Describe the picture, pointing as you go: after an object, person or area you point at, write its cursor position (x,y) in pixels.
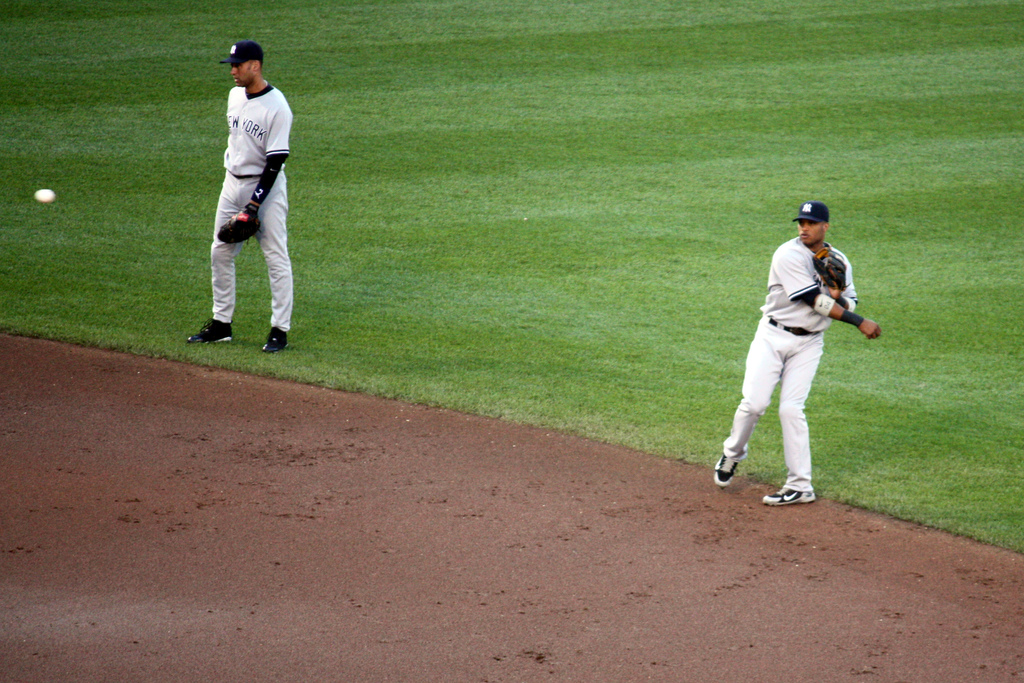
In the foreground (717,446), I can see two persons (786,492) are playing on grass (617,431) and I can see a ball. This image taken, maybe on the field (501,416).
